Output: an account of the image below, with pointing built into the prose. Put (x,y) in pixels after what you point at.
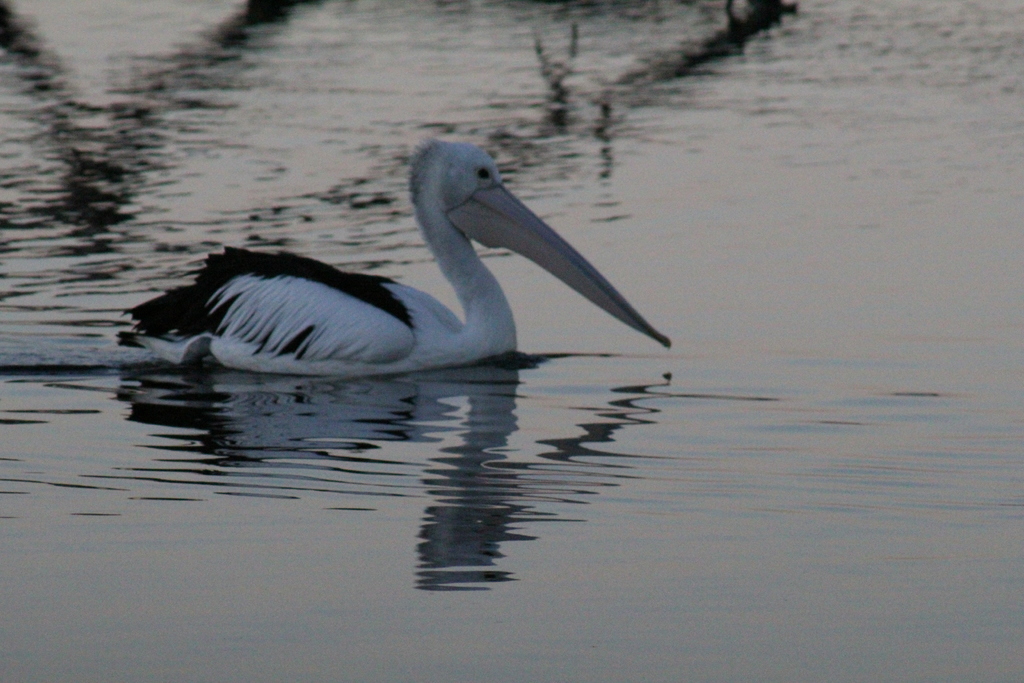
On the left side (289,304), there is a bird (470,167) in white and black color combination. It is swimming in the water (334,141).
